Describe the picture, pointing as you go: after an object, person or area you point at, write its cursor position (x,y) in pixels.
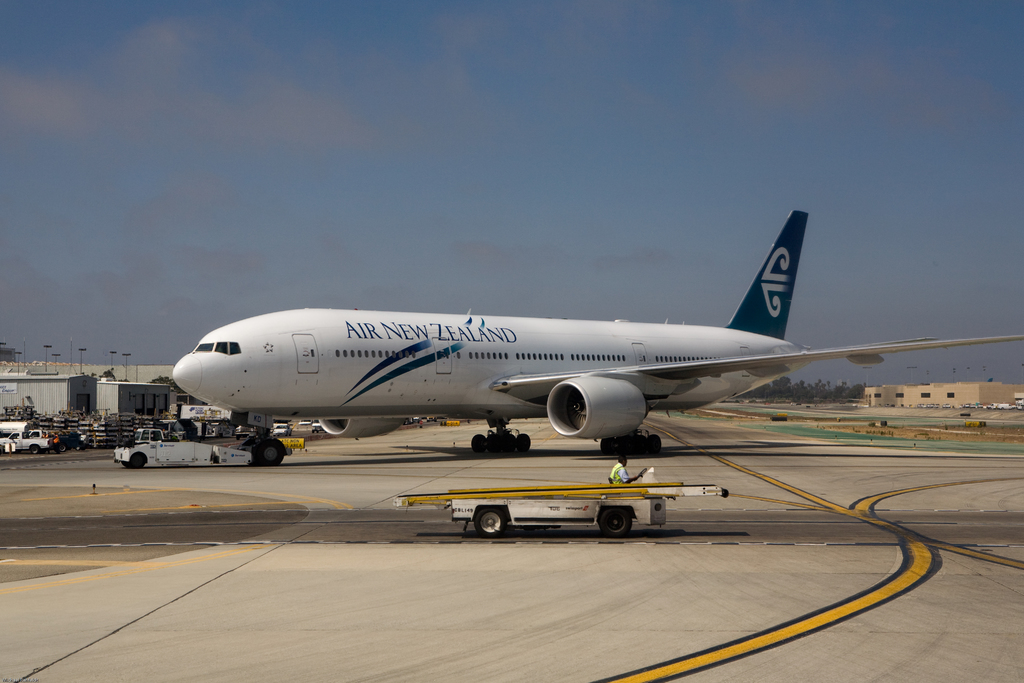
In the middle (562,416) it is an aeroplane (525,394) which is in white color and this is a run way (451,610) in the down side of an image.
